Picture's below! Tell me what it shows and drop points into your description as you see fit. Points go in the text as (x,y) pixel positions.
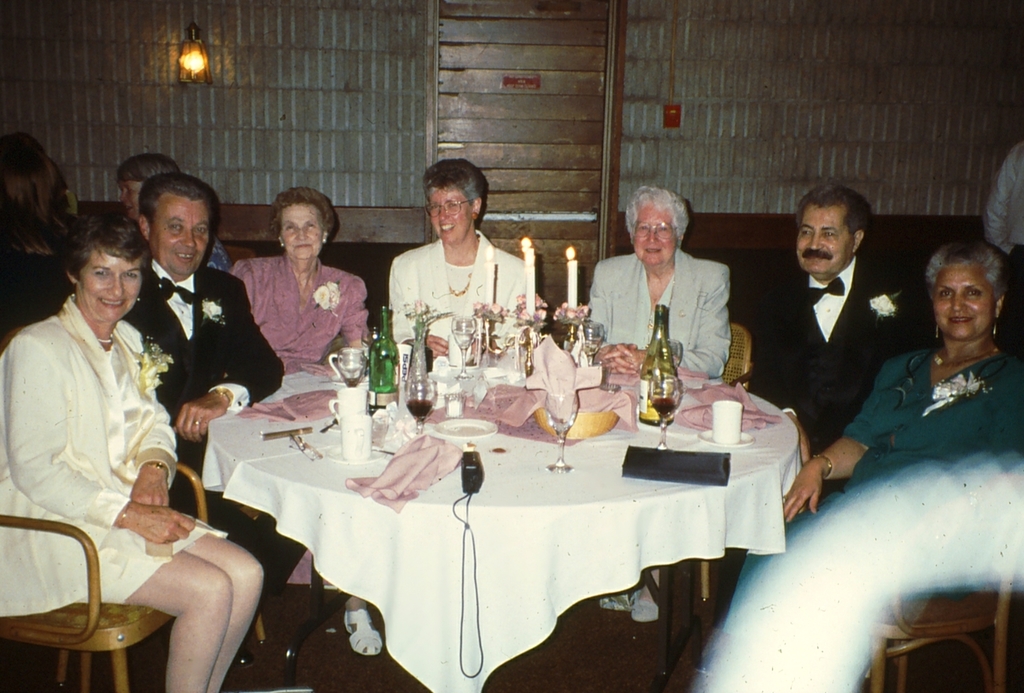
This picture is taken in a room (519,685), There are some people (124,359) sitting on the chairs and there is a table (615,501) which is covered by a white cloth (500,437) and there are some bottles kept on the table (446,436), In the background (656,146) there is a wall (905,77) of gray color, In the middle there is a brown color door (518,96) and in the left side (197,77) there is a light (200,61) in yellow color.
